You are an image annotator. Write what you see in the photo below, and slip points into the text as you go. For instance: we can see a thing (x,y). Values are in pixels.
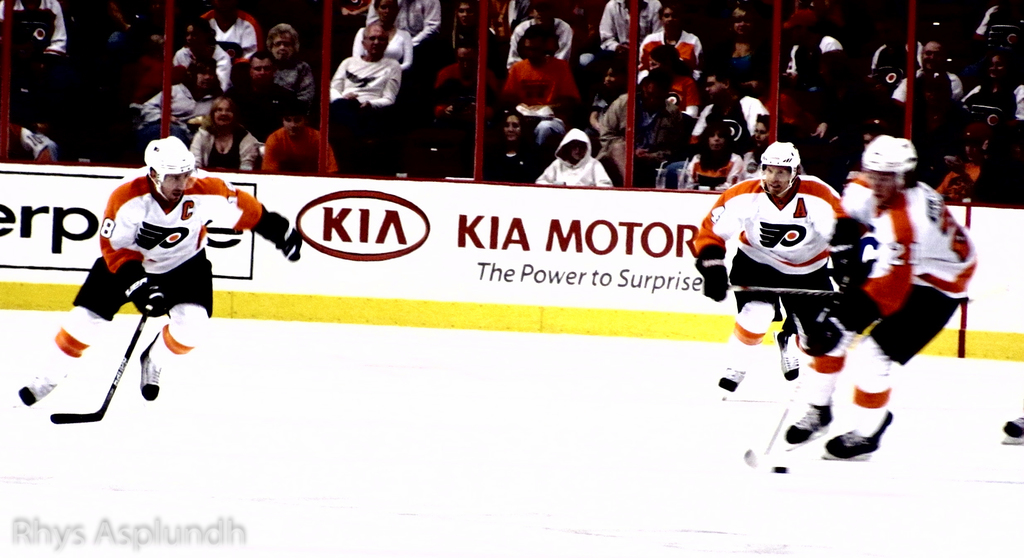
In this picture there are three players (883,397) who are playing. This players (820,316) are wearing helmet (795,170), jacket (789,247), gloves (148,291), stick (84,422), shoes (799,432) and shorts (99,306). On the back (605,258) we can see a banner (560,245). On the top (904,81) we can see audience (586,177) who are watching the game. On the top (481,156) there is a red color steel fencing (482,141). On the bottom left corner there is a watermark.
